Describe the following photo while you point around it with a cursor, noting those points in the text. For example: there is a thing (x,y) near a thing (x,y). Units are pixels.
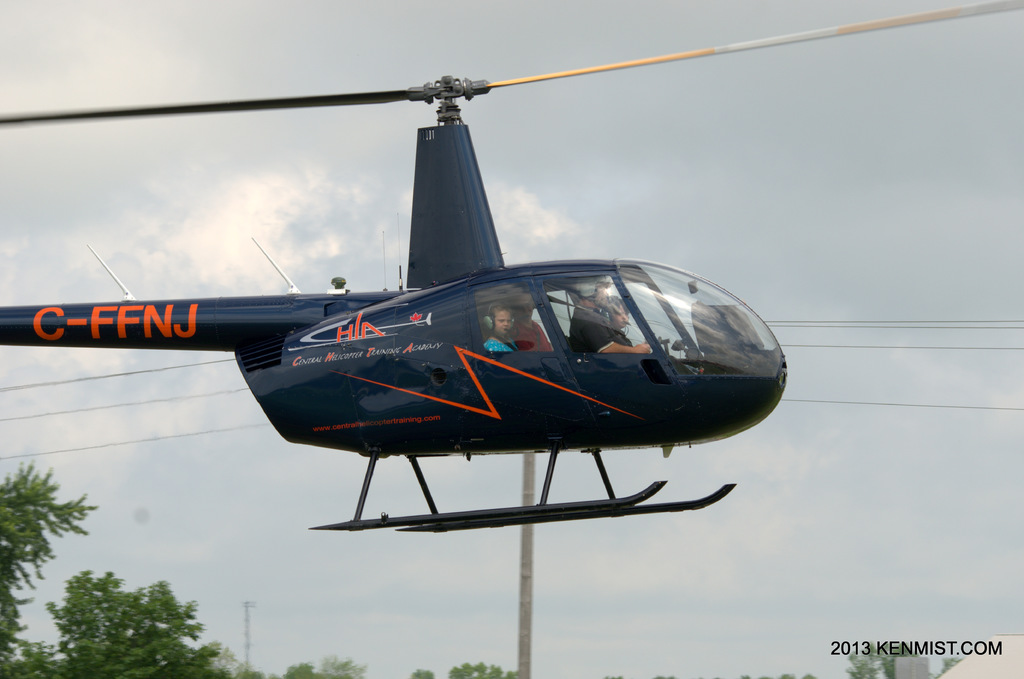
In this image, we can see few people (542,325) are riding a helicopter (421,327) in the air (173,259). At the bottom of the image (166,666), we can see few trees (180,669), poles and watermark (922,650). Background (16,411) we can see the sky (578,143) and wires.
